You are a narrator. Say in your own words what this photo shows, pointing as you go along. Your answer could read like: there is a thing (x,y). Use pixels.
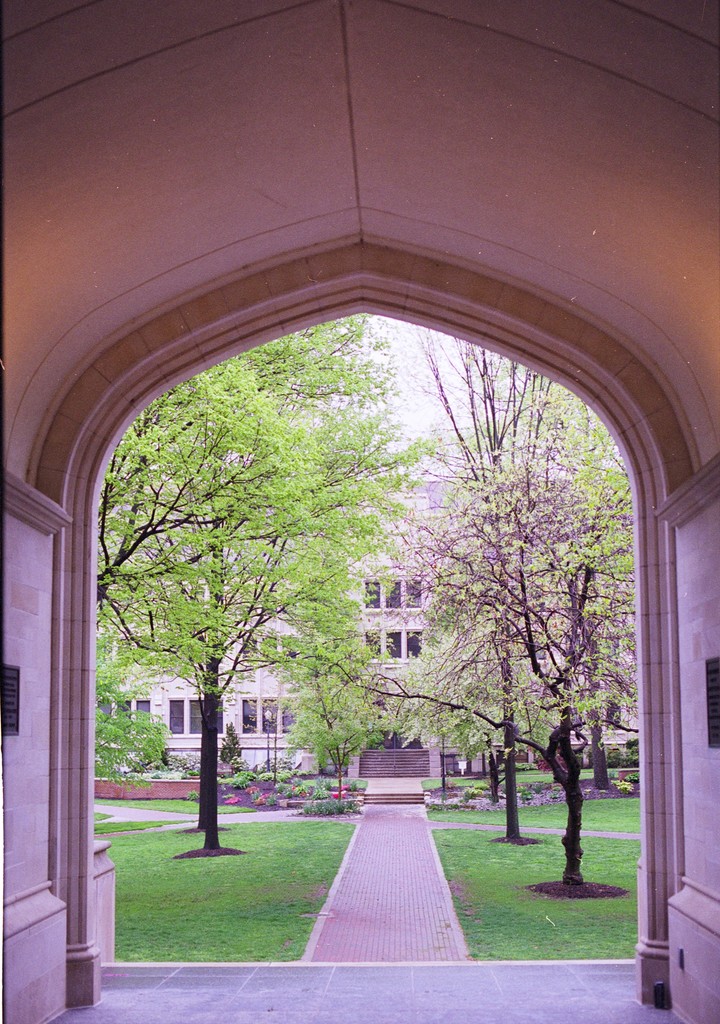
In the image there is an arch (164,161), behind the arch (94,782) there is a path (370,807) and around the path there is grass (504,849), trees (402,707), plants (233,768) and in the background (253,680) there is a building (254,691).
